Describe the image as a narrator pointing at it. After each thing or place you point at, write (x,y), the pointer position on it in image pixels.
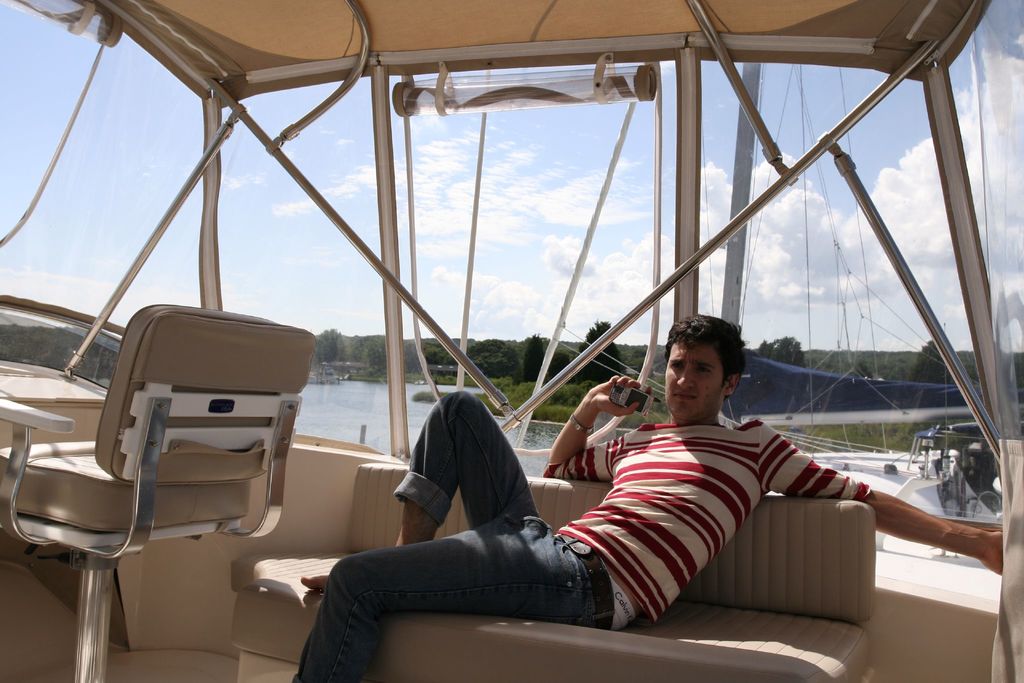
At the top (424,161) we can see sky (458,179) with clouds (898,228) and it seems like a sunny day. These are trees (839,359). Here we can see a boat (360,444) in a river (369,431) and a man (650,489) holding a mobile (629,404) in his hand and sitting on a sofa (335,556). This is a chair (202,482).
